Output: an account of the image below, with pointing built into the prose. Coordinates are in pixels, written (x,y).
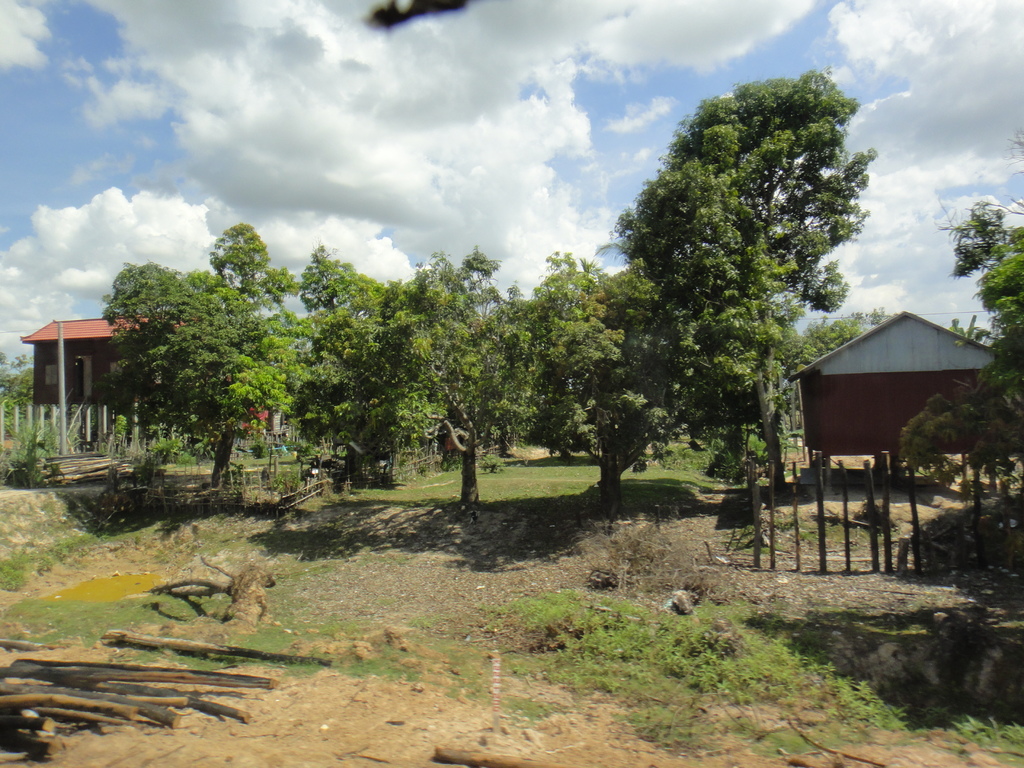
In this picture there are some trees (775,356) in the ground (893,736). On the right side (813,442) there is an iron shed tent (920,323). In the background (79,370) there is a brown color house (84,366) with red roof top tiles (83,333).
